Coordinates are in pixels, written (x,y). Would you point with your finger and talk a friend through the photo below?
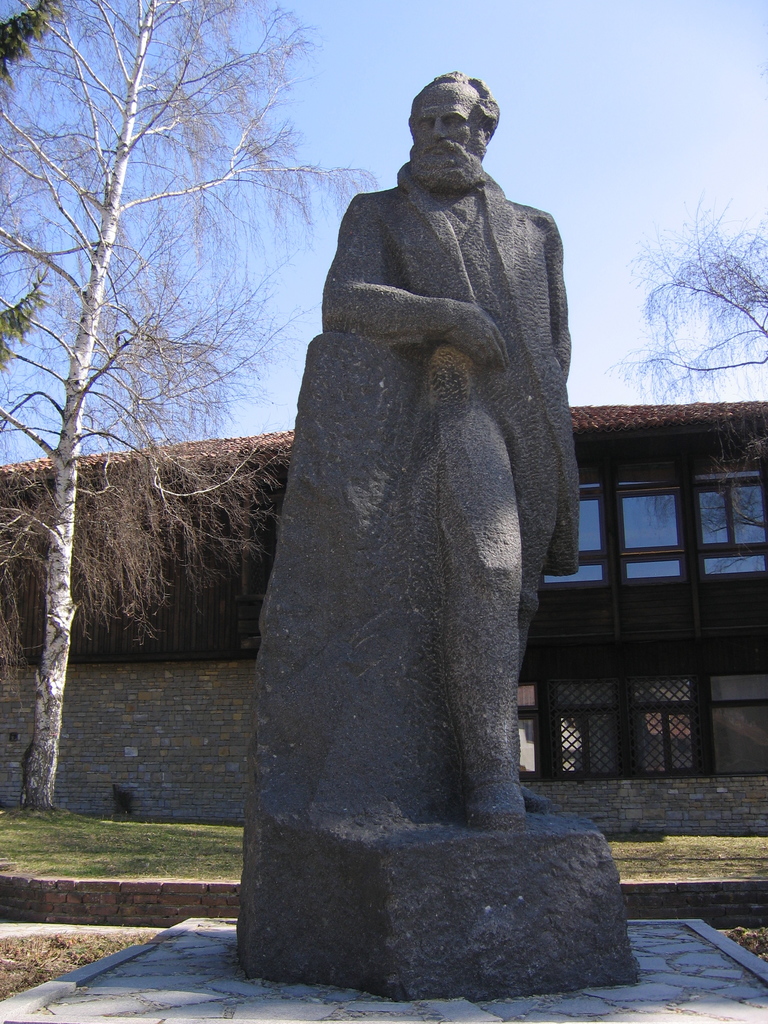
In the middle of the picture (311,444), we see the statue (472,549) of the man (477,323) standing. Behind that, we see grass (179,837) and a tree (92,424). In the background (104,650), we see trees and a building (649,722). This building (562,611) has a door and windows (648,712). At the top of the picture (331,135), we see the sky (656,81).
